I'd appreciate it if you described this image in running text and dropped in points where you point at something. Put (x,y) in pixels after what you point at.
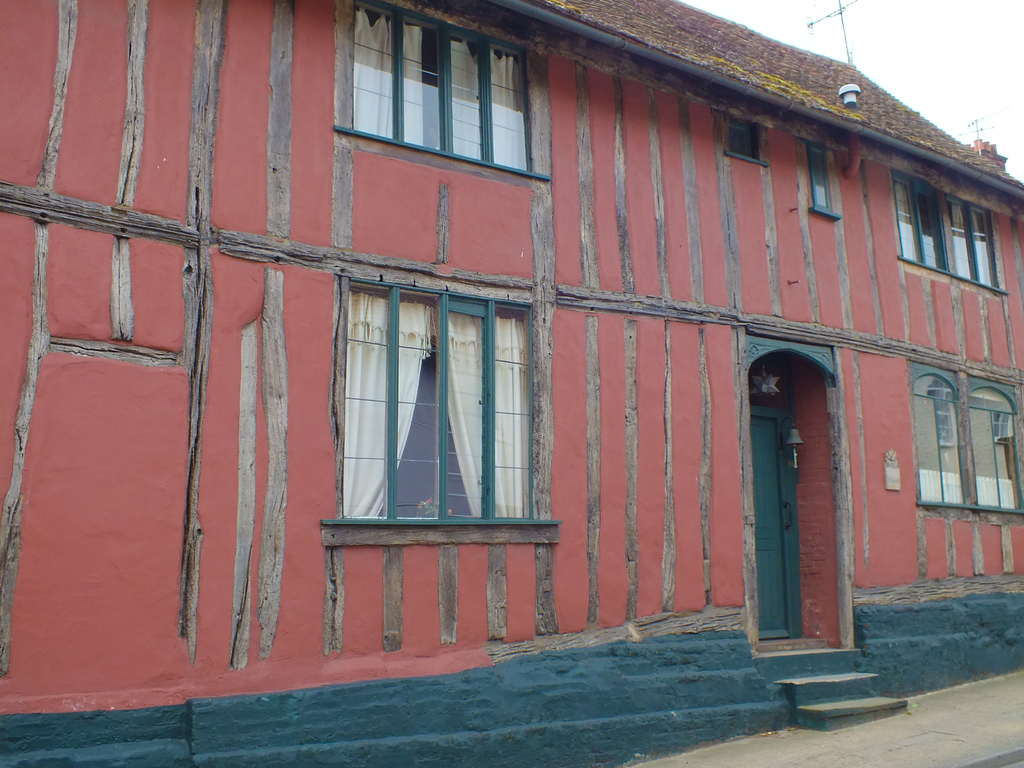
In this image there is a house (711,440) with a wooden door (764,448), bell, glass (369,464), windows (408,389), on top of the house (807,132) there is an antenna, in front of the door (772,561) there are steps (831,712).
